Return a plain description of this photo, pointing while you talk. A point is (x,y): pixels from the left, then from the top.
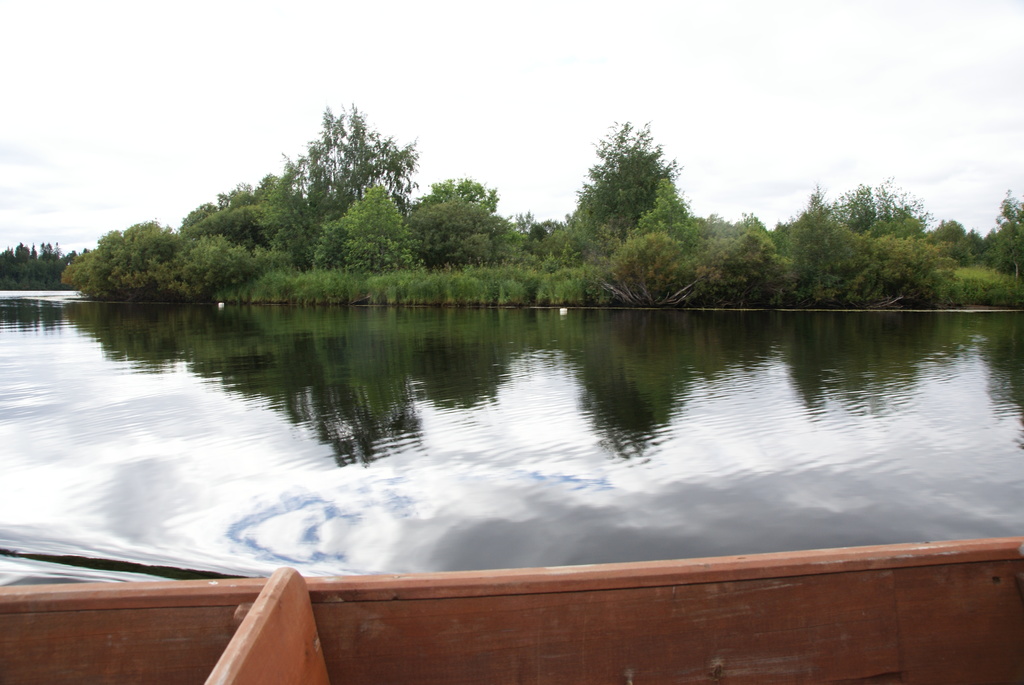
This image consists of water (272,390). In the background (267,268), there are trees (741,279). At the top (274,80), there is sky (245,155). At the bottom (397,644), it looks like a boat (524,638) made up of wood (335,678).
